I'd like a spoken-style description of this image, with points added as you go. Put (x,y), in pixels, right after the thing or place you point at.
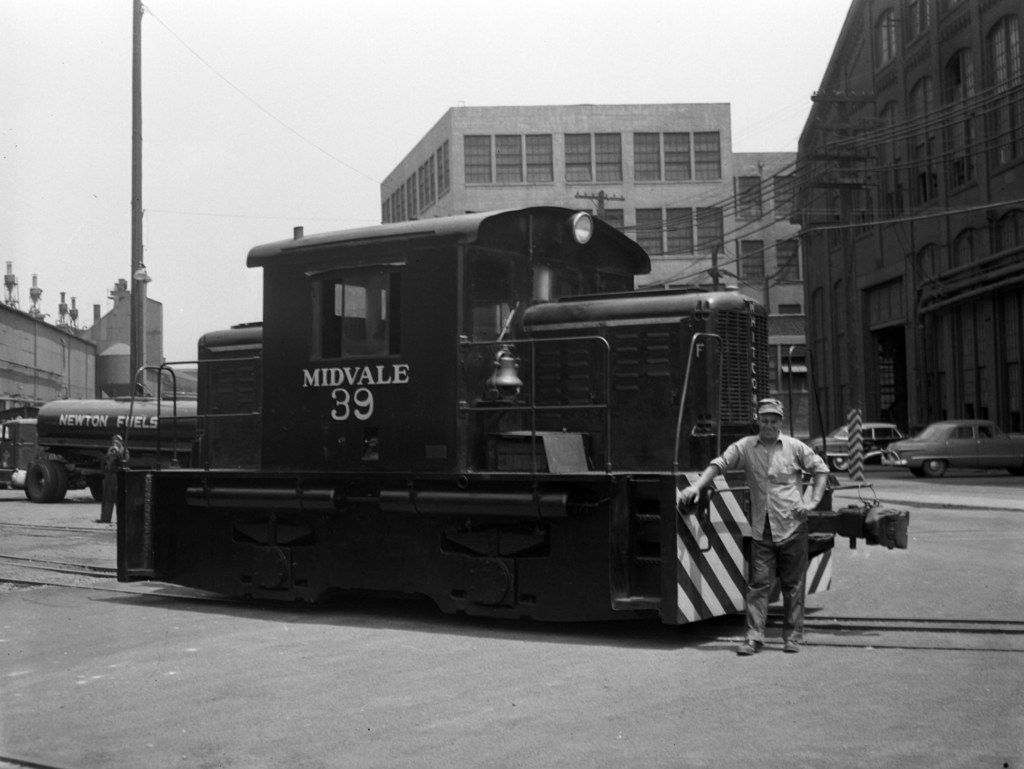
In this image at the center (463,400) person (767,502) is standing beside the train (672,414). At the background (771,175) there are buildings (898,415), cars (919,443).
